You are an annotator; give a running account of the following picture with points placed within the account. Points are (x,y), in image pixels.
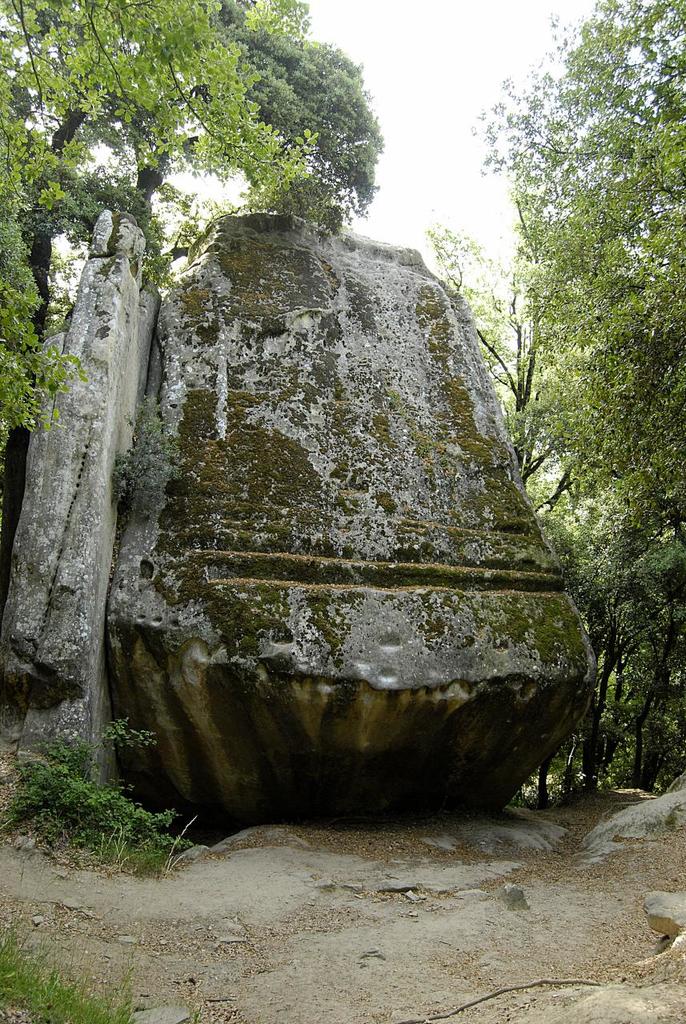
In this image we can see few rocks (261,500). There are many trees (582,429) in the image. There is a sky (438,73) in the image. There are few plants (94,817) in the image.
